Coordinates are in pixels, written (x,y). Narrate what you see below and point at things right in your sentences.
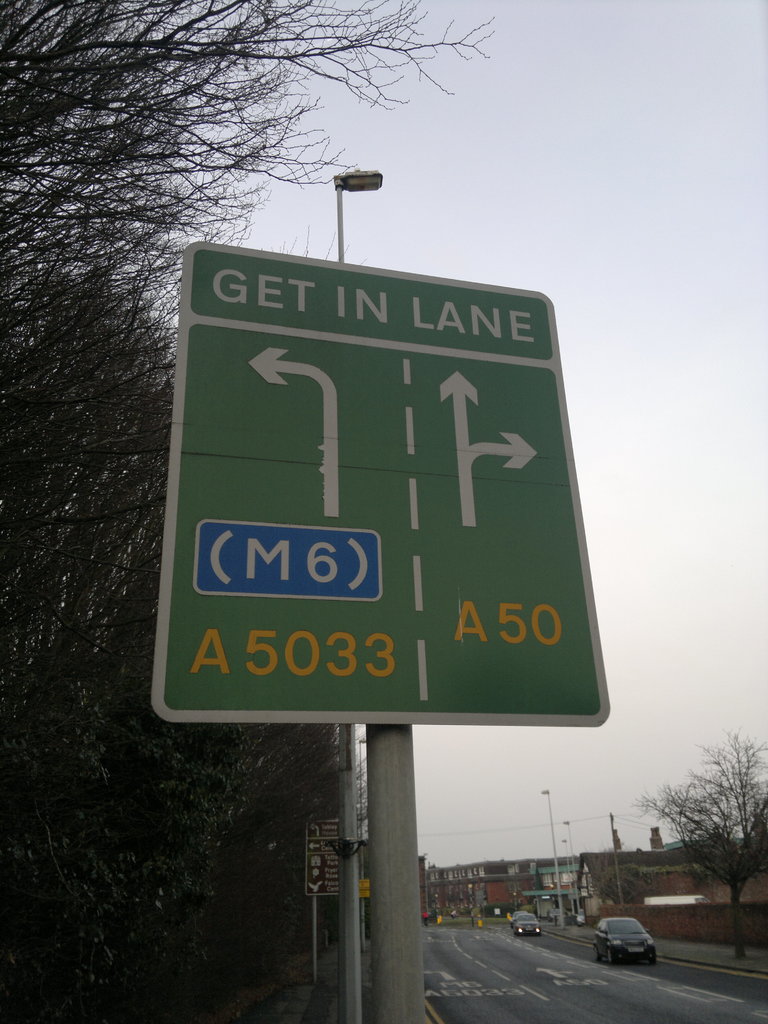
In this picture we can see there are poles (373,788) with directional boards (336,494) and a light (378,184). On the left side of the poles (357,947) there are trees (82,948). On the right side of the poles (349,924) there are some vehicles (624,947) on the road (506,990), houses (512,893) and a sky (644,459).
